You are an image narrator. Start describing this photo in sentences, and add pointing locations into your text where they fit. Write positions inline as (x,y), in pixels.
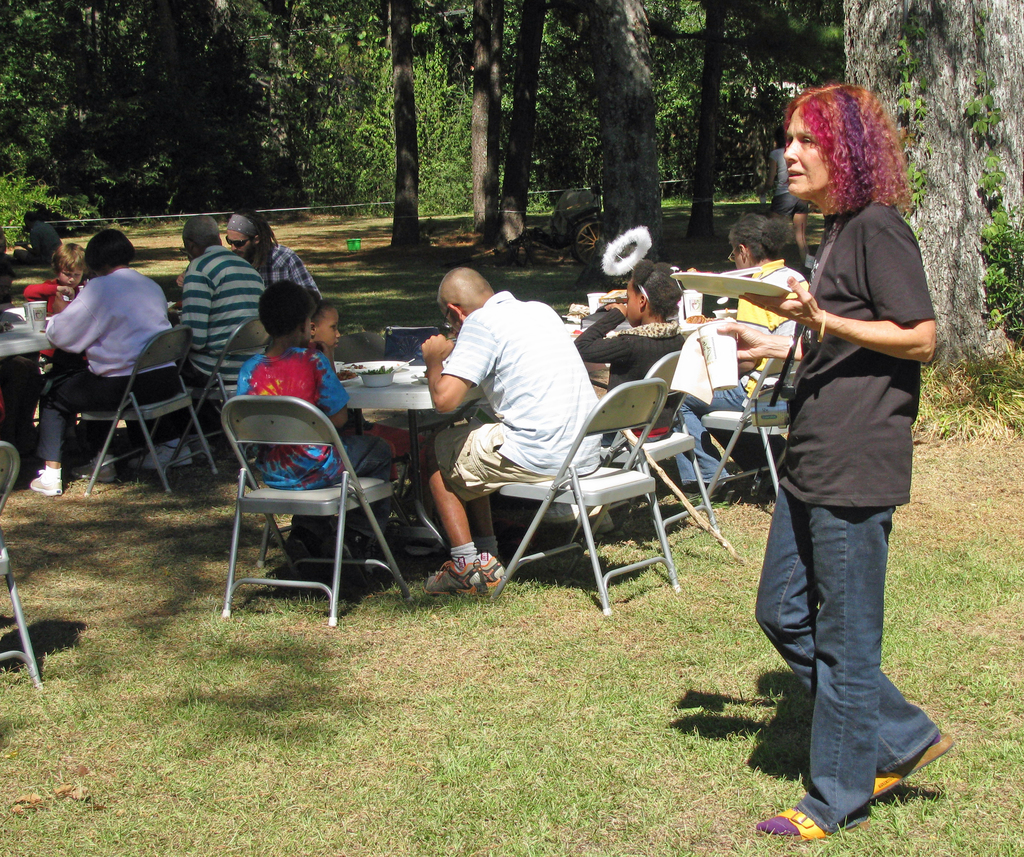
In the middle of the image (491,513), a group of people (132,343) sitting on the chair (379,485) in front of dining table (415,408) and eating food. On the table (409,391) bowls (371,382), plates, glasses (42,307) are kept. On the right (909,273) a woman (874,367) is standing and holding a plate (767,279) in her hand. On the top (991,48) trees (587,20) are visible. At the bottom (457,617), grass (385,628) is visible. This image is taken during day time in a park (697,233).
